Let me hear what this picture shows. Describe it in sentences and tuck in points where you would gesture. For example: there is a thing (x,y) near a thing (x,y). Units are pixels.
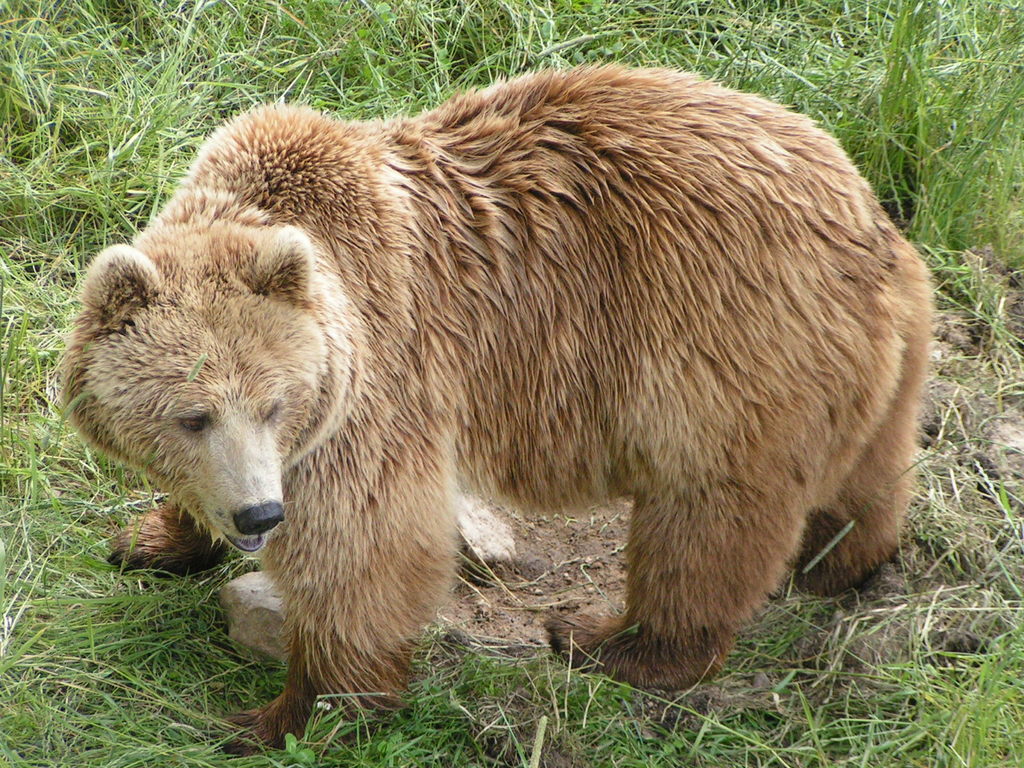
In this image we can see bear (850,534), stone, and grass (271,678).
